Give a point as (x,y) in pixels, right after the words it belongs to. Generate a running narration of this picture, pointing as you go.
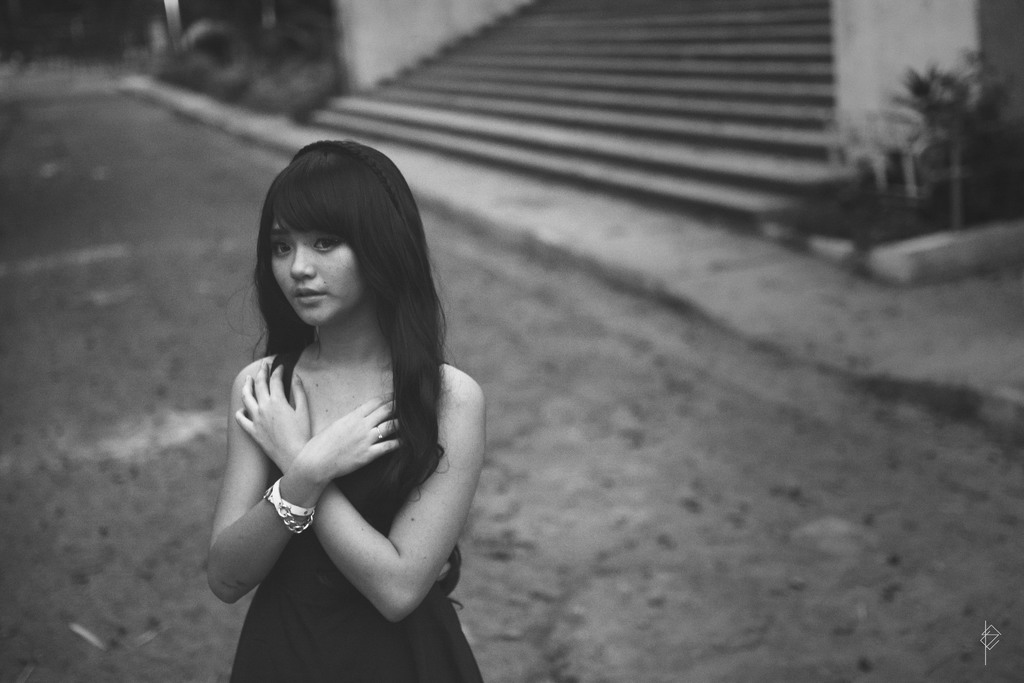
This is a black and white image. In this image we can see a lady (433,472). In the background (564,110) there are steps (579,81) and plants (268,65). And it is blurry in the background (108,134).
